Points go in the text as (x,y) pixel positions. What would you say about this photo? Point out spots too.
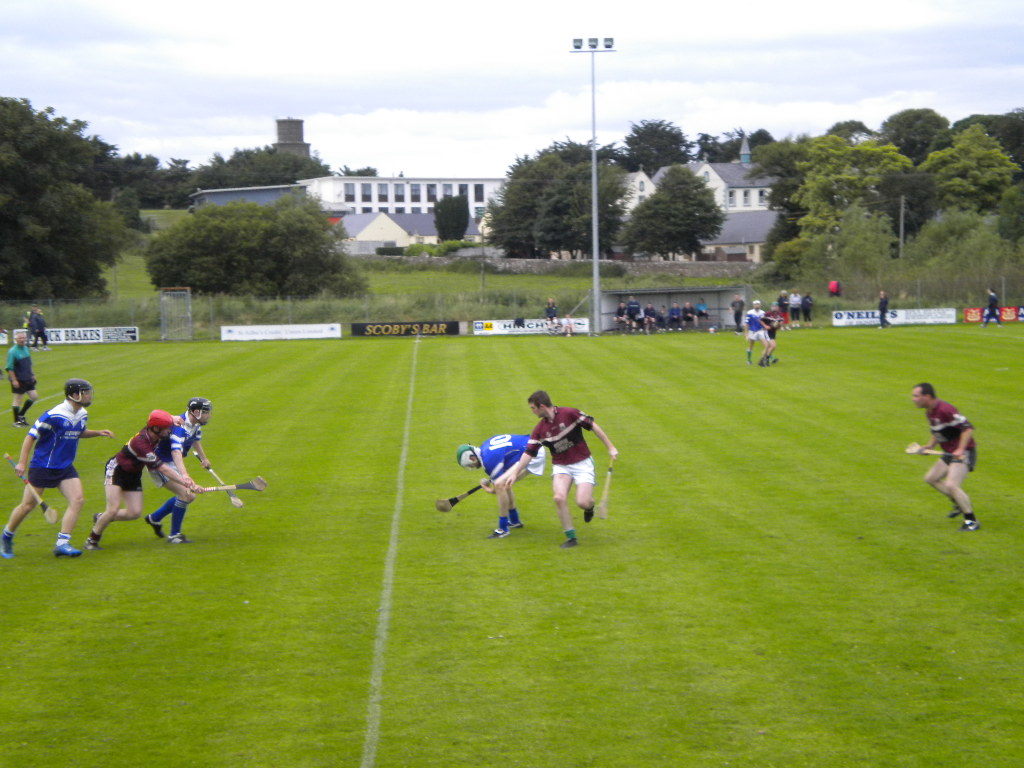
Here, we can see a playground (772,454), there is green grass (584,358) on the ground (243,349), there are some people (35,382) playing a game, there is a pole (596,308) with some lights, there are some trees (572,218), we can see homes (725,248), at the top (388,166) there is a sky (421,46).
